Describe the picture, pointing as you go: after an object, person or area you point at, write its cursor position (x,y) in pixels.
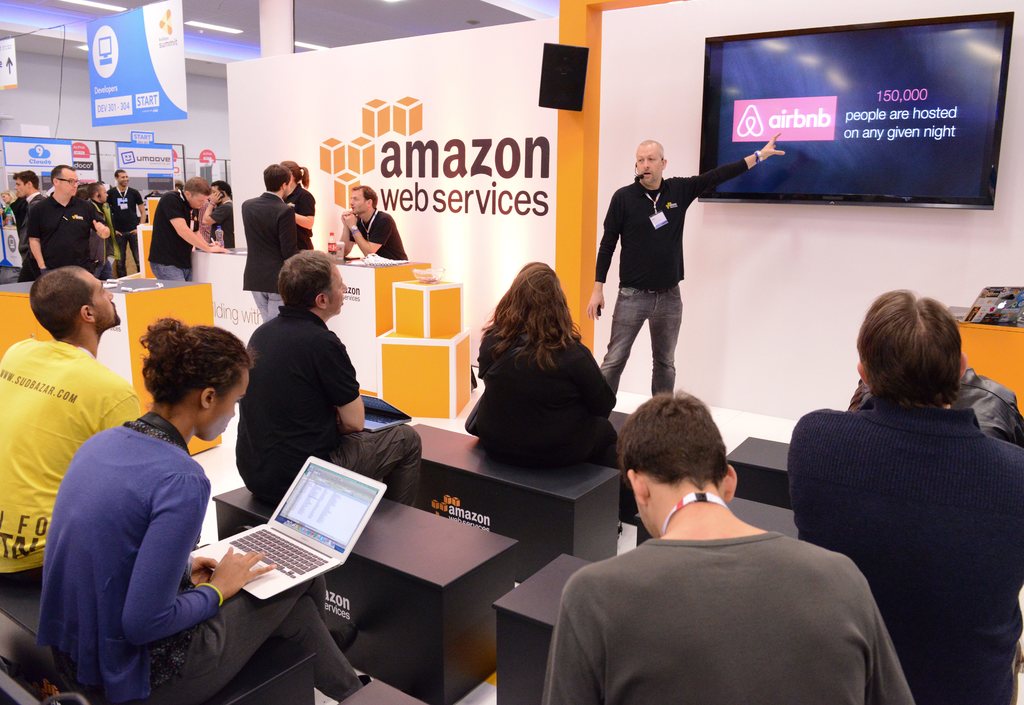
In this image we can see group of persons (958,481) sitting on chairs (524,546). One person (128,497) is operating a laptop (300,553). To the right side of the image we can see a person (655,275) standing. To the left side of the image (233,244) we can see some people (195,213) standing some bottles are placed on the table (398,273). In the background (887,195), we can see a screen (865,184) on the wall (919,210) with some text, a laptop (987,305) on the table (1005,335), banners (146,69) with some text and some lights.
